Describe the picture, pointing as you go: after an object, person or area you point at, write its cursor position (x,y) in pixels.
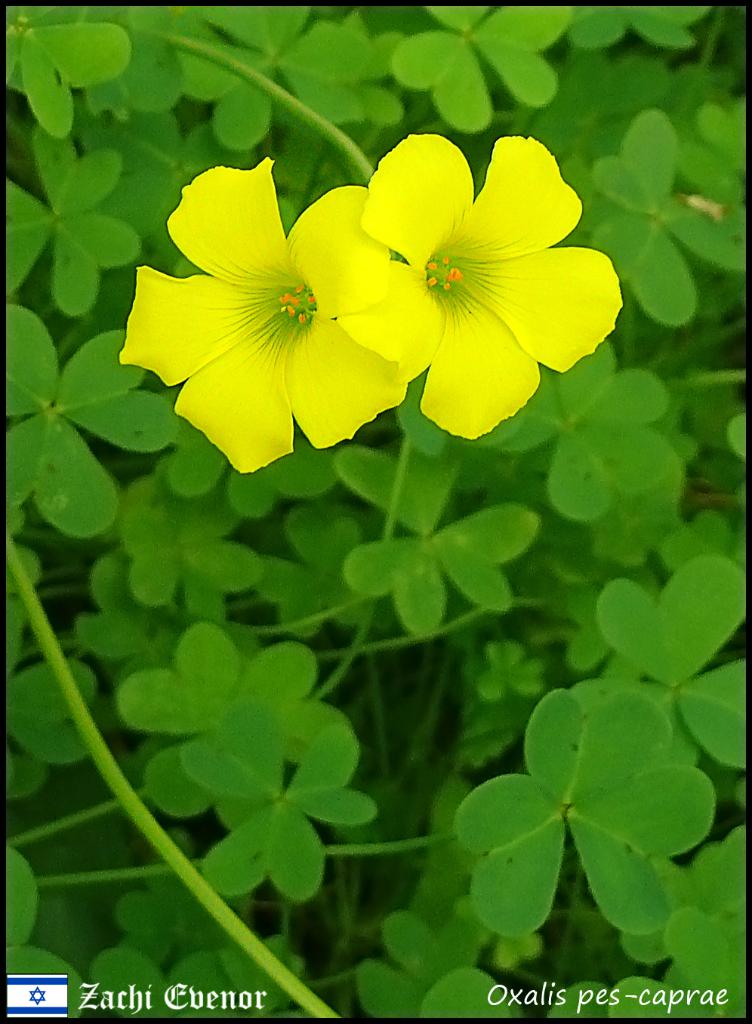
In this image there are two yellow flowers (389,336). In the background (393,428) there are plants (286,723).
